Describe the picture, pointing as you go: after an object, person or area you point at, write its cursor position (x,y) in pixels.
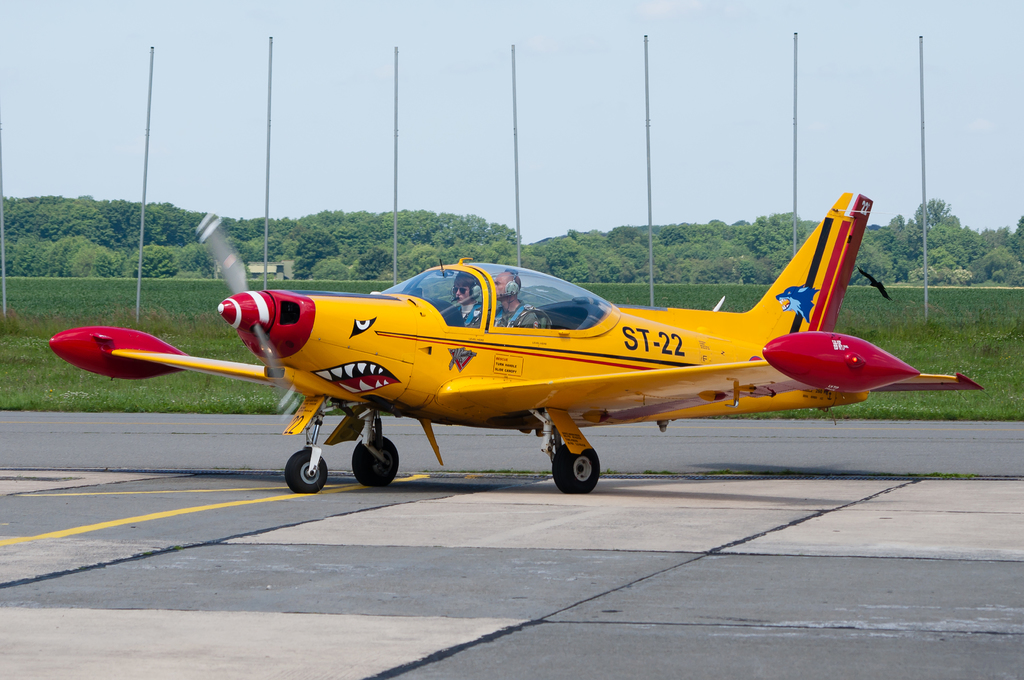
In this picture we can see an aircraft (625,382) in the front (616,383), there are two persons (501,321) sitting in the aircraft (578,355), we can see poles (924,257) and grass (953,326) in the middle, in the background (41,235) there are some trees (81,217), we can see the sky (477,29) at the top of the picture (466,36).
